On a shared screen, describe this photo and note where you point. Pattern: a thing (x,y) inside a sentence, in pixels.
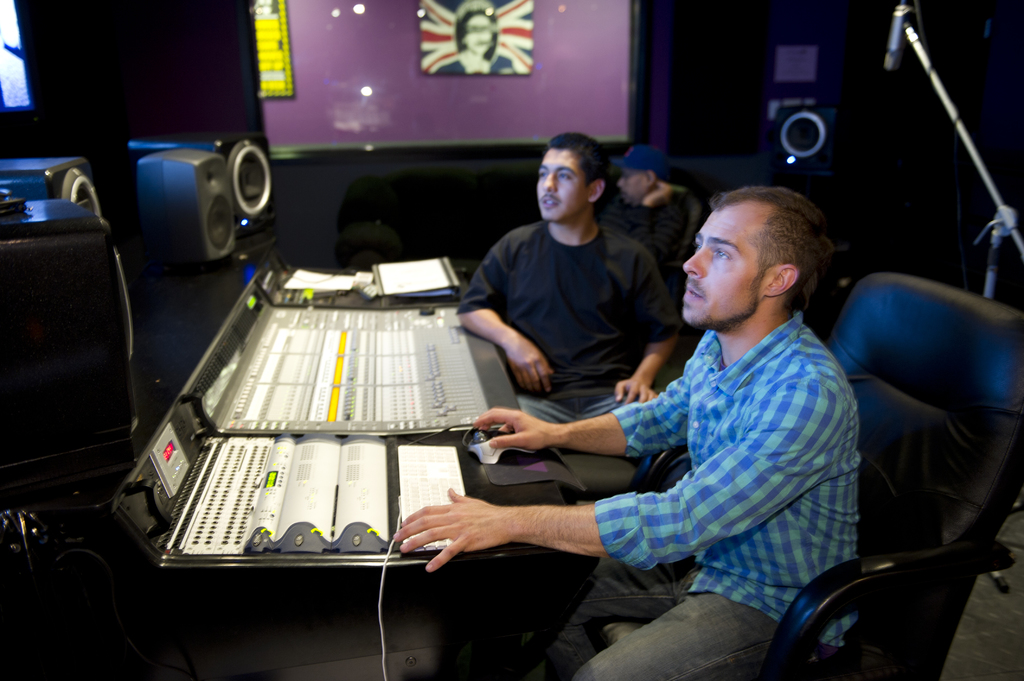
In this image i can see two men (615,336) sitting on a chair (991,347) a man (810,434) at the front (803,448) wearing blue shirt (704,586) and jeans (688,613), at back (559,263) he is wearing black shirt (559,281) and jeans (531,407), there is some equipment (326,410) in front of them at the back ground (653,199) i can, see the other person (635,194) sitting on a couch (462,216), a board (460,59) attached to a glass wall (374,53), at right (929,64) there is a microphone (945,108).
